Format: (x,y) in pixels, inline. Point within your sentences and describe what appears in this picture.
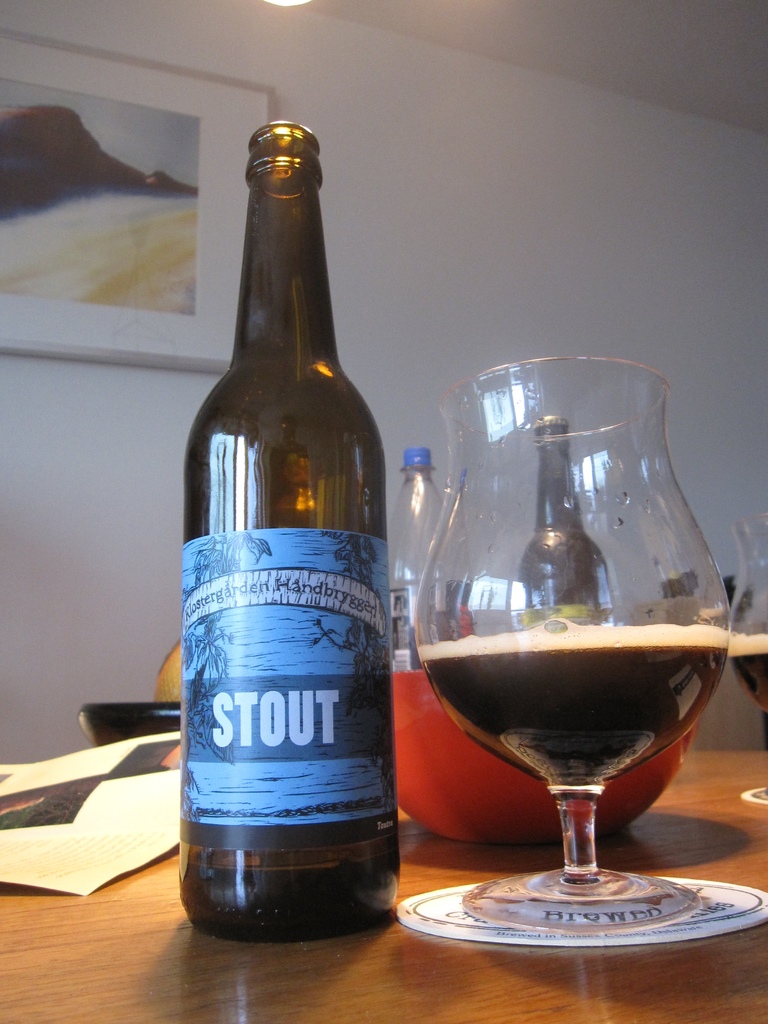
It's inside a room (97,577). On a table (342,979) there is beer bottle (326,751) and beer glass (694,691), behind them there is a bowl (455,795) and over the left side wall (54,404) there is a picture (121,215) in a photo frame (202,83) and on the ceiling (318,8) there is a light (290,6).
